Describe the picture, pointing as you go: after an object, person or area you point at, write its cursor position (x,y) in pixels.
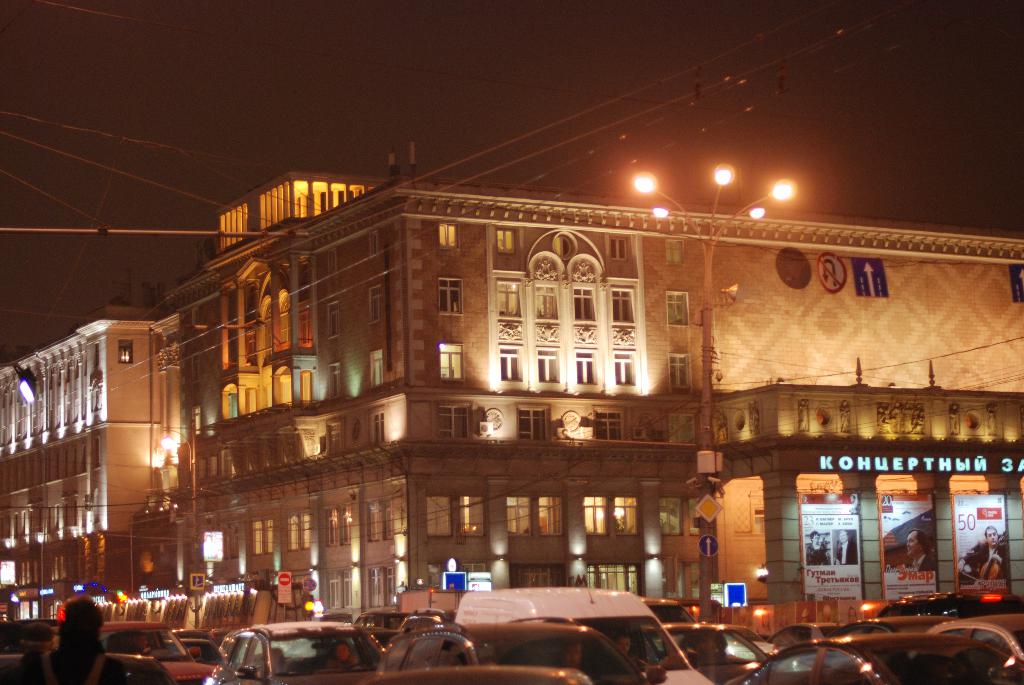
In this picture I can see vehicles (584,588) on the road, there are poles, lights (98,600), boards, there are two buildings (559,420), there are cables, and there is dark background (181,50).
